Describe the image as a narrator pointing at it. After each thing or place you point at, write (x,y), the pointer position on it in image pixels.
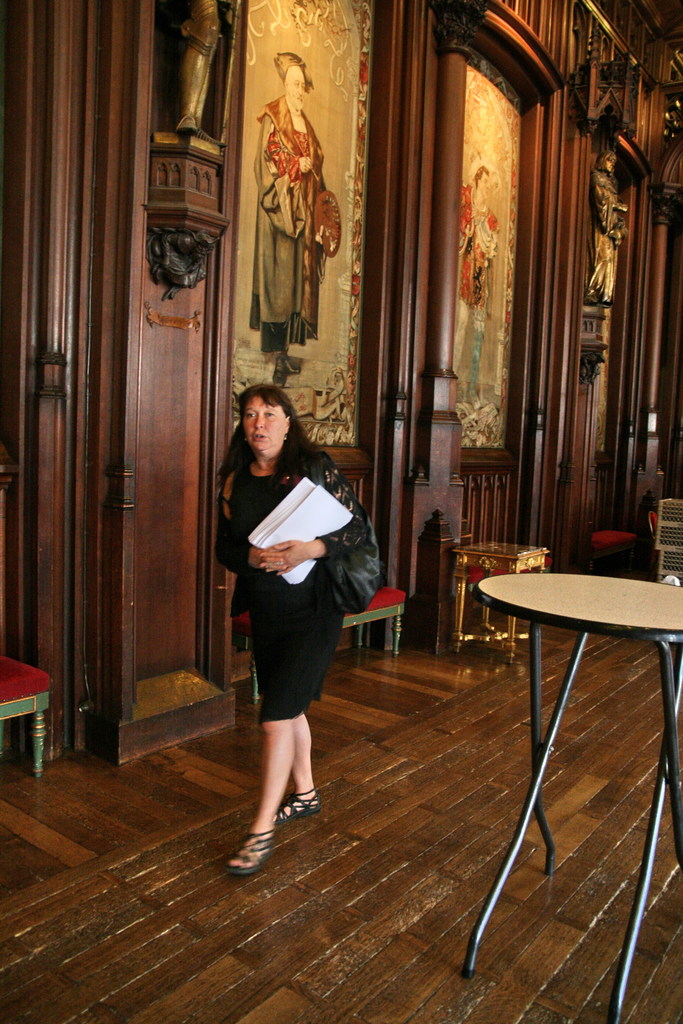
In this image i can a woman (305,548) holding some papers (313,524) and walking. Beside the woman (268,699) there is a wooden wall (209,347) containing some statues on it. I can also see two tables (495,560) in the image.
